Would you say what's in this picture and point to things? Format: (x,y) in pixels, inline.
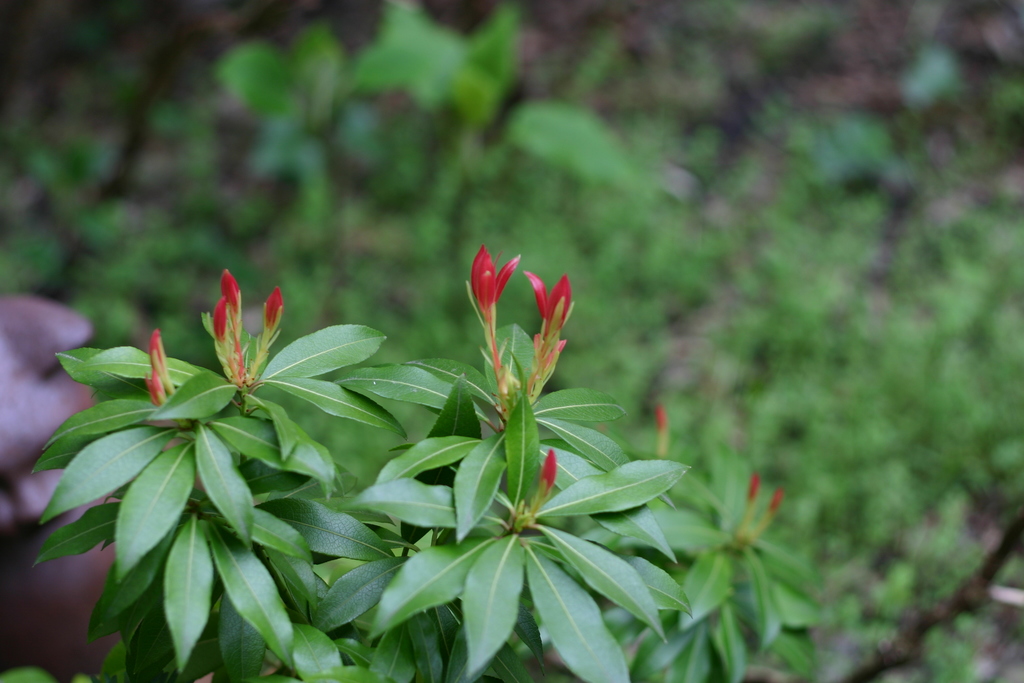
This picture shows a plant (437,471) with flowers (540,383) and we see another plant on the side.
